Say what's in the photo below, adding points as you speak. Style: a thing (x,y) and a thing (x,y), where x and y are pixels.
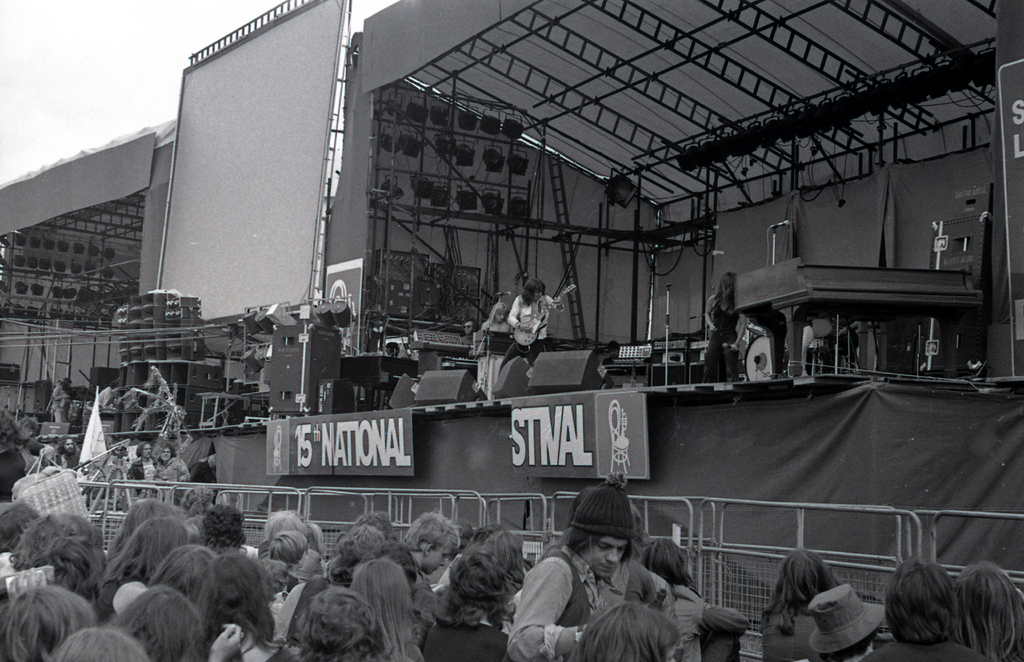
In this image there is the sky (109,51) towards the top of the image (108,22), there are a group of persons (319,568) towards the bottom of the image (471,619), there is a stage (688,385), there are boards (338,445), there is text (398,440) on the boards (359,439), there is number (303,435) on the board (317,452), there are persons (724,303) on the stage (559,332), they are playing musical instruments (449,342), there are curtains (856,238), there is a fence (314,491), there are lights (517,211), there is a roof (686,98) towards the top of the image (713,70).
